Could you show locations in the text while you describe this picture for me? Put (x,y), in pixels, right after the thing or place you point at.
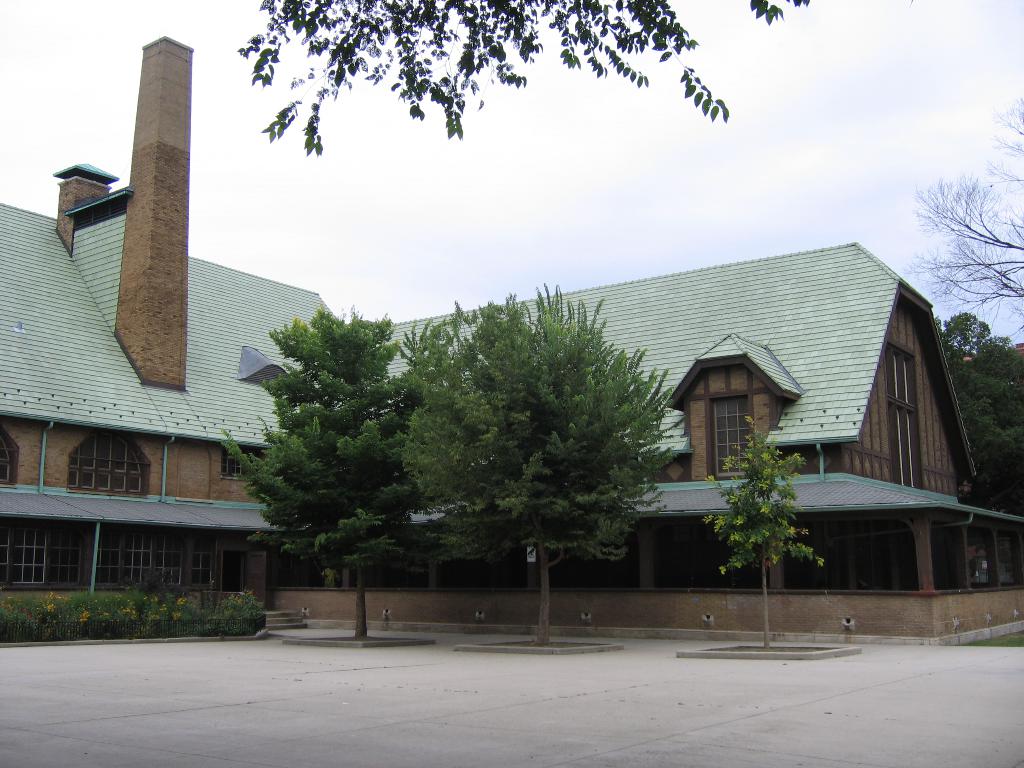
Here in this picture we can see a house (644,361) present and we can see windows (717,443) on it over there and we can also see plants (148,616) and trees (1002,448) present over there and we can see clouds (554,242) in the sky (731,162).
